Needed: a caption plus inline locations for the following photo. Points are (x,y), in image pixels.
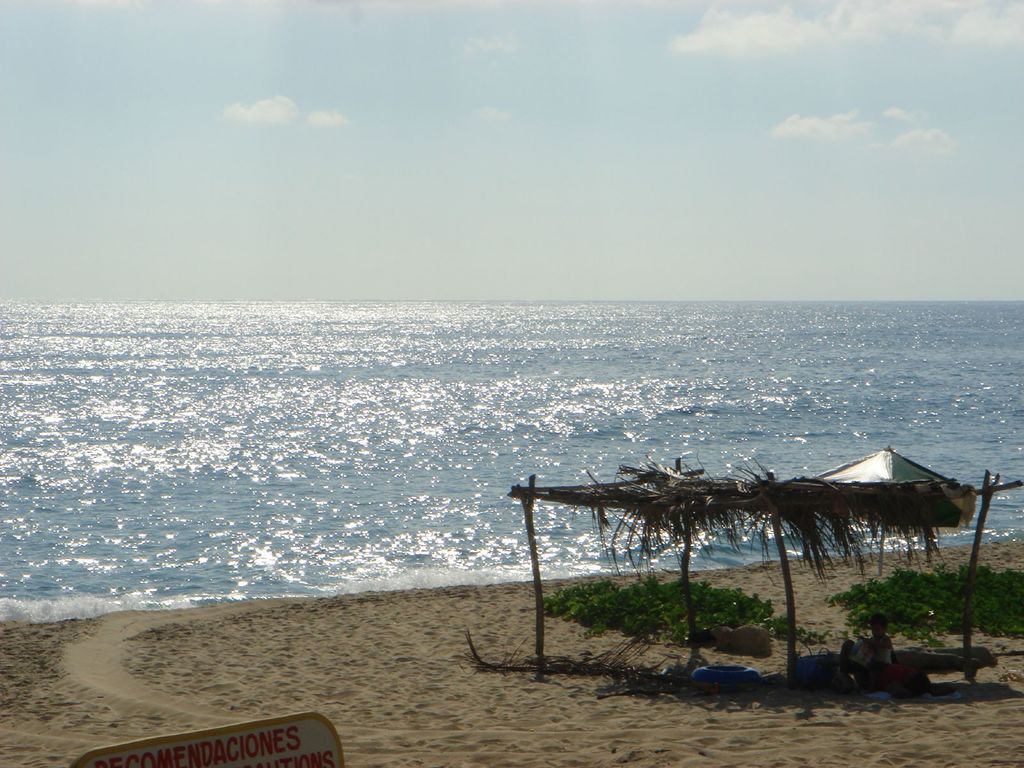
This picture is clicked outside the city. On the right (689,621) there is a tent (826,520) and we can see a person (881,687) and some objects (821,673) under the tent (776,513) and we can see the small portion of the green grass (923,590) and there is a board (244,744) on which the text (291,749) is printed. In the center (453,381) there is a water body (685,370). In the background (591,90) there is a sky (387,120).
